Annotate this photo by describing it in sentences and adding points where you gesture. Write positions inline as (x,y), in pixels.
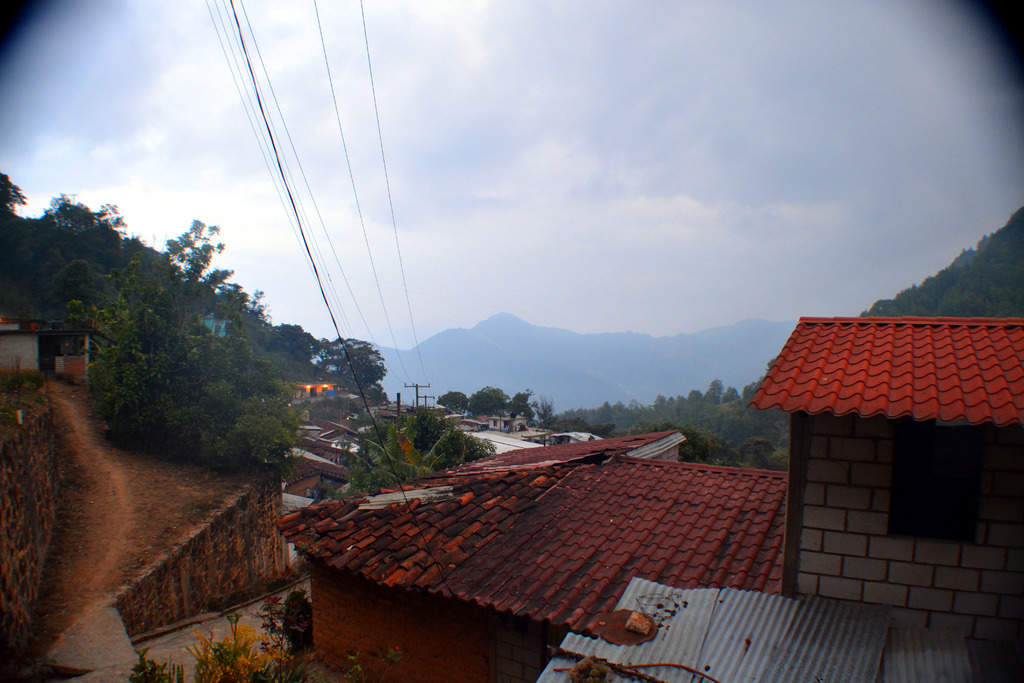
In the center of the image (401,449) there are houses (820,499) and trees (331,377). We can see poles (418,398). At the top (320,142) there are wires (271,86) and sky (451,81).
